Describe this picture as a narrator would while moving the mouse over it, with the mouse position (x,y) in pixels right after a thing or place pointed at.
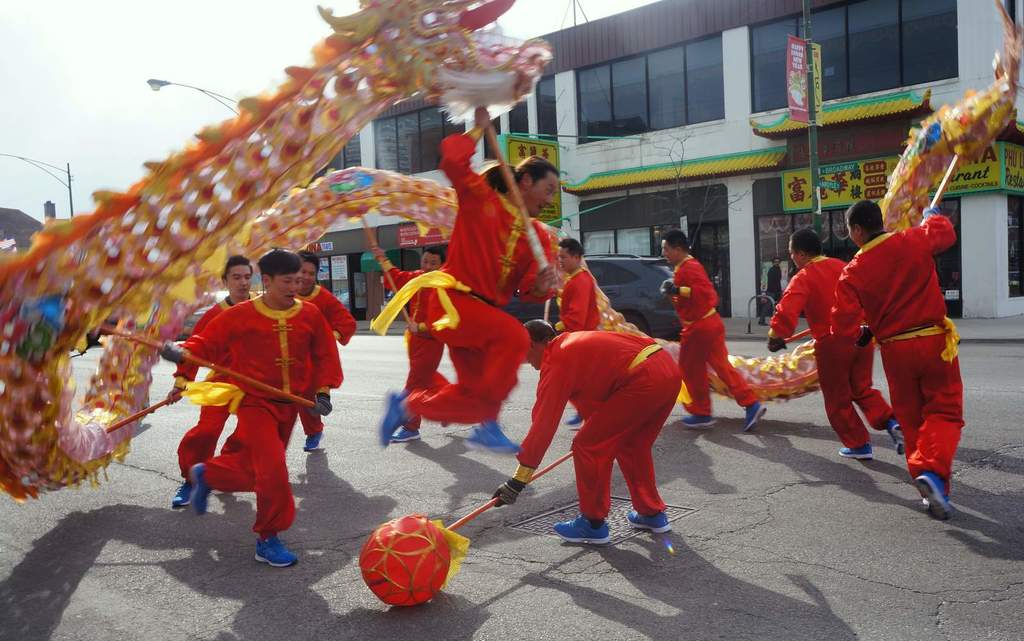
In this picture we can observe men (421,379) performing an activity on the road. All of them were wearing red color dresses (481,317). We can observe an artificial dragon (376,186) in their hands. In the background (589,96) there is a building (792,143) and a pole (807,47). We can observe a sky (89,75).
